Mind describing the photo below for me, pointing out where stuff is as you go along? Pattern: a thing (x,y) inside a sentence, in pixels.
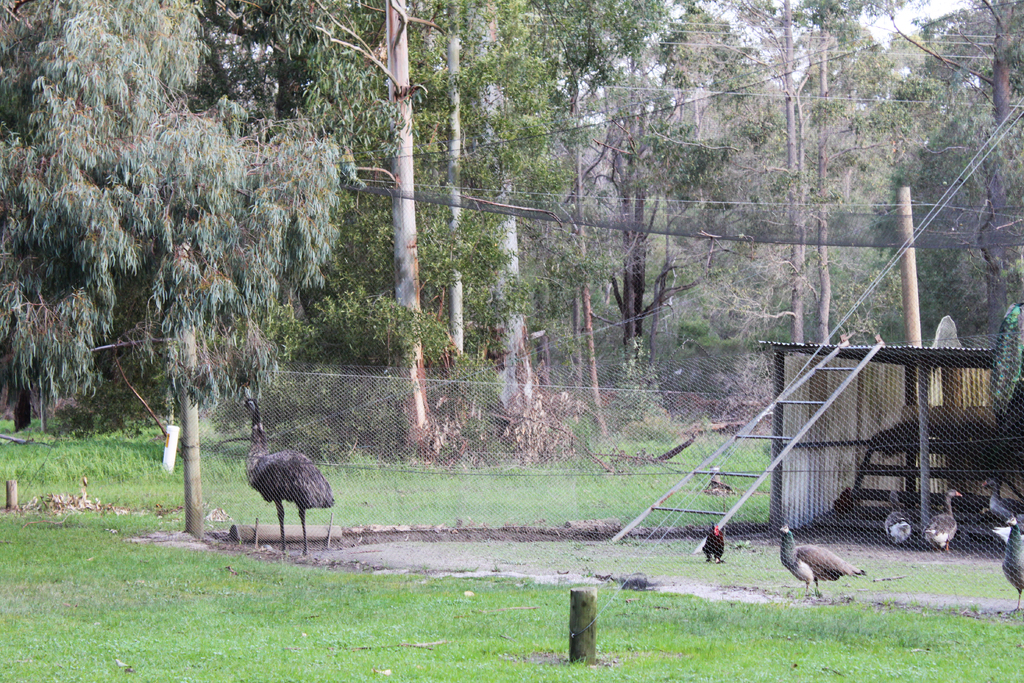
In this image we can see some birds (820,560), fence (628,404), poles (922,408), a shed (897,425), there are trees (302,310), plants (82,401), grass (131,650), also we can see the sky (799,71).
